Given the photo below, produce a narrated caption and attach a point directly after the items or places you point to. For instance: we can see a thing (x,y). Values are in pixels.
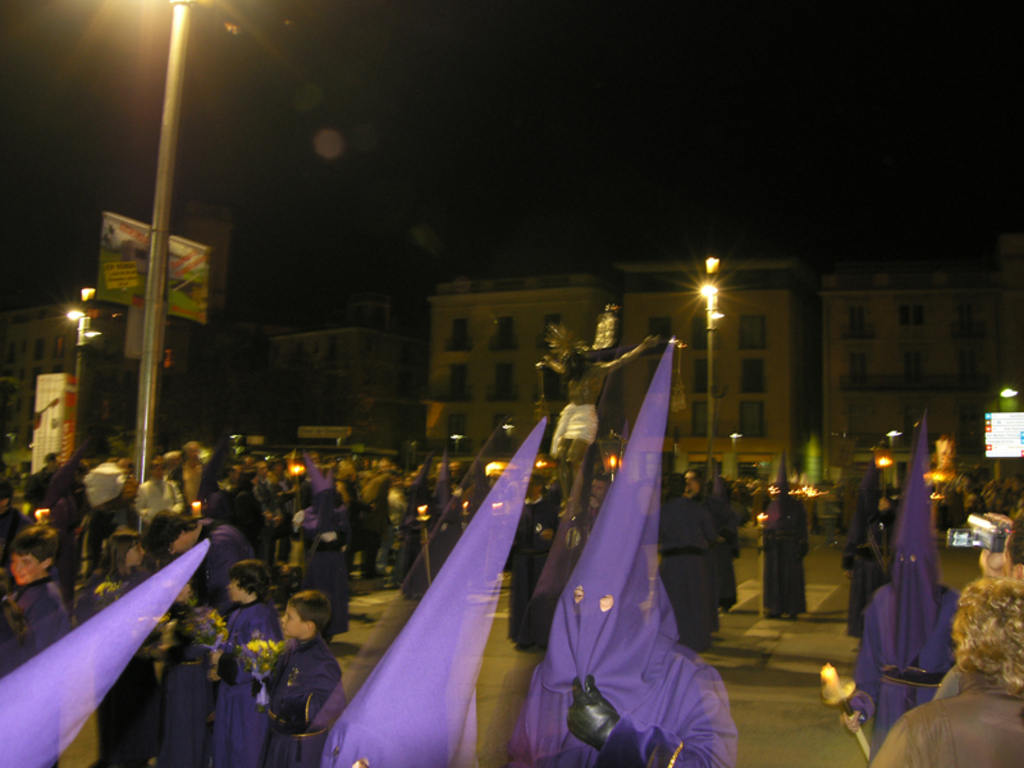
In this image we can see there are few people (426,575) walking on the street (804,628) and holding lamps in their hands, in the middle of them there is a statue of a Jesus Christ (577,453). In the background (551,420) there are buildings (181,325) and lamp posts (710,330).
